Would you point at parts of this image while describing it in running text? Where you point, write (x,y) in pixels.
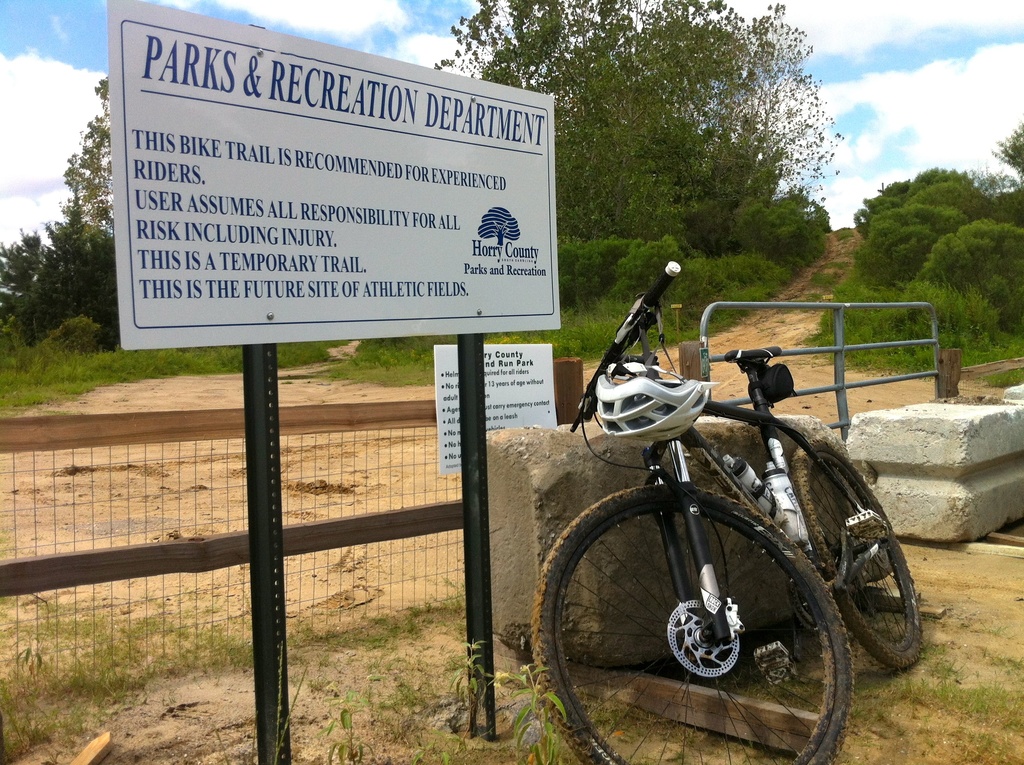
In this picture we can see a bicycle (585,538) with a helmet (639,430). On the left side of the image (283,746), there are poles (476,458) with a board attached to it. There are cement rocks (493,446) and a gate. There is another board (495,414) attached to the fence (567,417). Behind the board (393,233), there are trees (697,116) and the sky (888,61).
